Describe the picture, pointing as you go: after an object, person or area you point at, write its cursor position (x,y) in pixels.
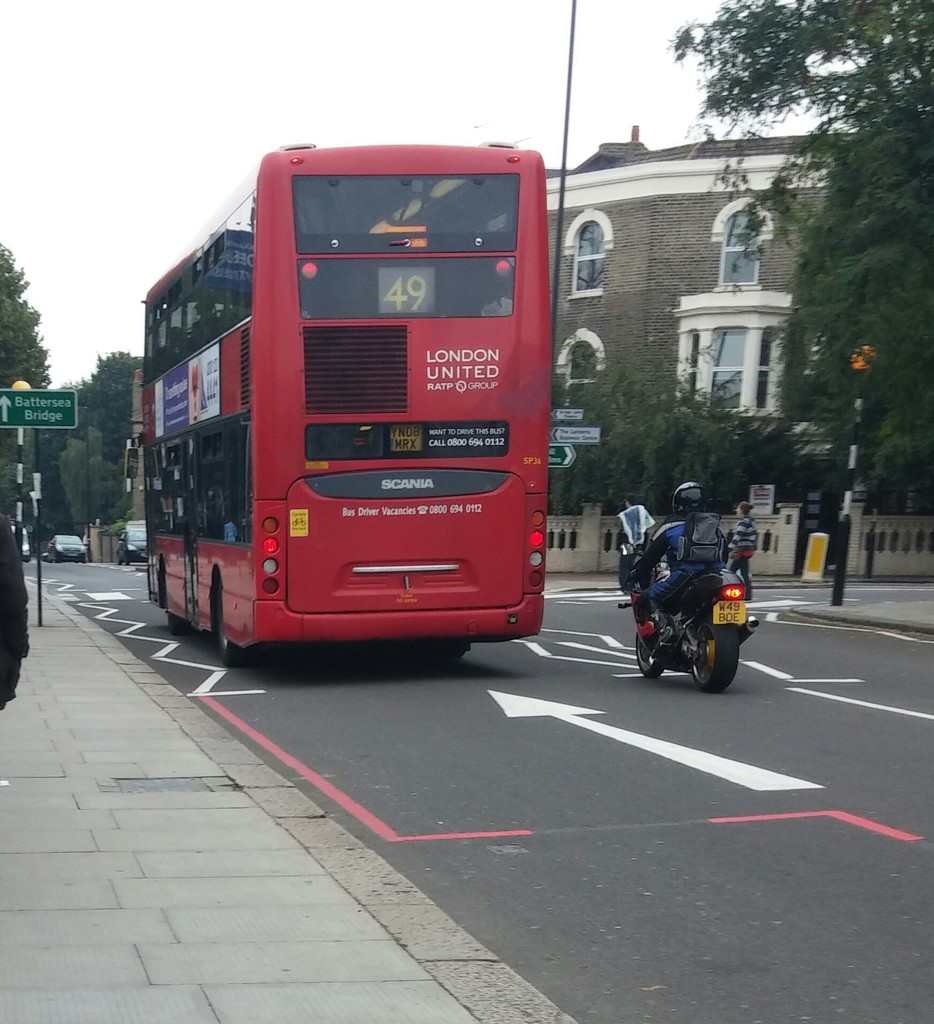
In this image there is a red colour double-decker bus (336,434). Few persons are inside the bus (214,326). There is a person (669,573) sitting on the bike (702,603) and riding on the road (746,734). He is carrying the bag (681,549). He is wearing a helmet (685,508). Few persons (743,550) are walking on the road (917,653). There is a pavement (856,607) having few poles (19,534). Left side (11,688) there is a person (11,674). There are few poles (20,431) having few boards (11,416) attached to it are on the pavement (263,813). There are few painted lines (692,762) on the road (708,859). Behind the fence (588,544) there are few trees (735,468). Behind it there is a building (660,267). Right side there are few trees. Top of image (226,95) there is sky (288,114).
